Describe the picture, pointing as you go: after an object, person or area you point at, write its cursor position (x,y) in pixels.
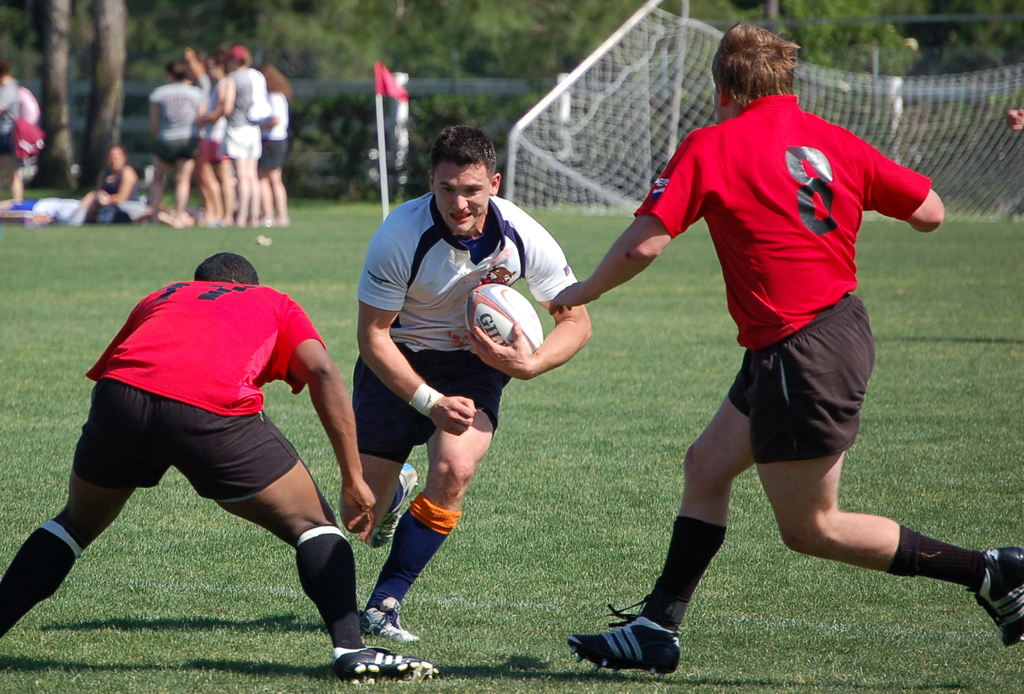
In this image I can see few people (16,596) and here I can see a man (473,265) is holding a ball (491,308). In the background (261,160) I can see few more people (166,130) are standing and here I can see a flag (378,75) and a tree (144,21).
